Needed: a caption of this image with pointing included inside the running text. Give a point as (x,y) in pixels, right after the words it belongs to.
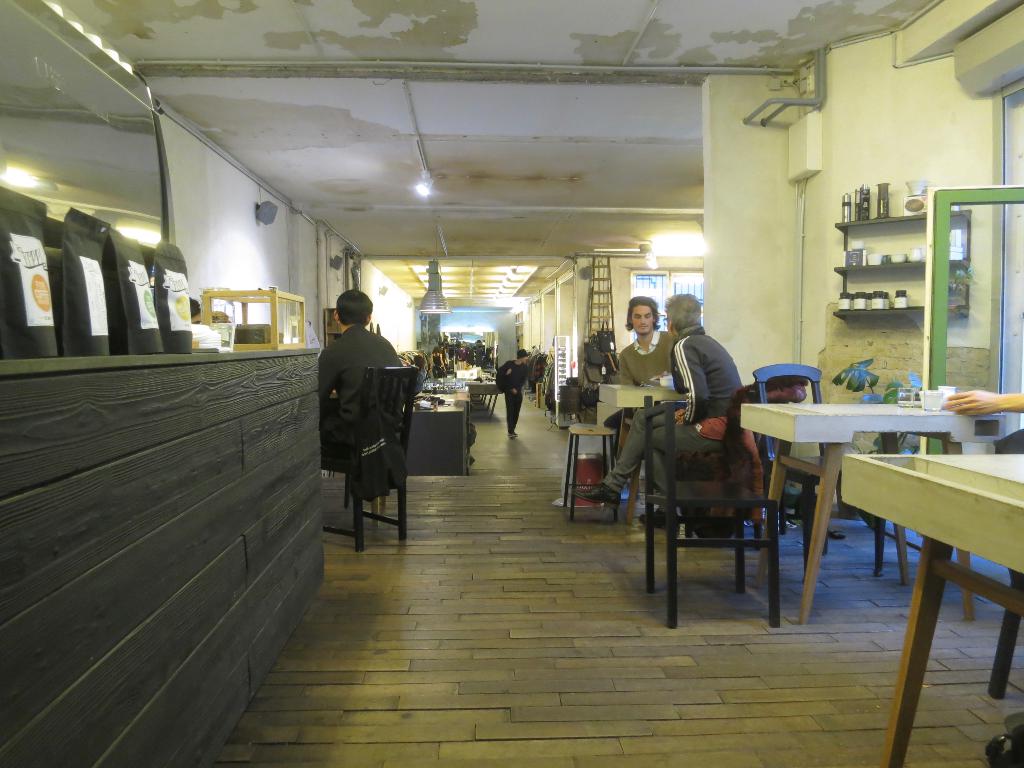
In this image, there are a few people (693,424). Among them, we can see some people (708,363) sitting on chairs (686,495). We can see the ground (475,600) with some objects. We can also see some tables (945,555). We can see some objects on the left (246,336). We can see the wall (777,117) with a few objects (781,98). We can also see the roof (592,240) with some objects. We can also see some shelves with objects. We can also see some objects (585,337) on the right (1023,87). We can see a plant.
